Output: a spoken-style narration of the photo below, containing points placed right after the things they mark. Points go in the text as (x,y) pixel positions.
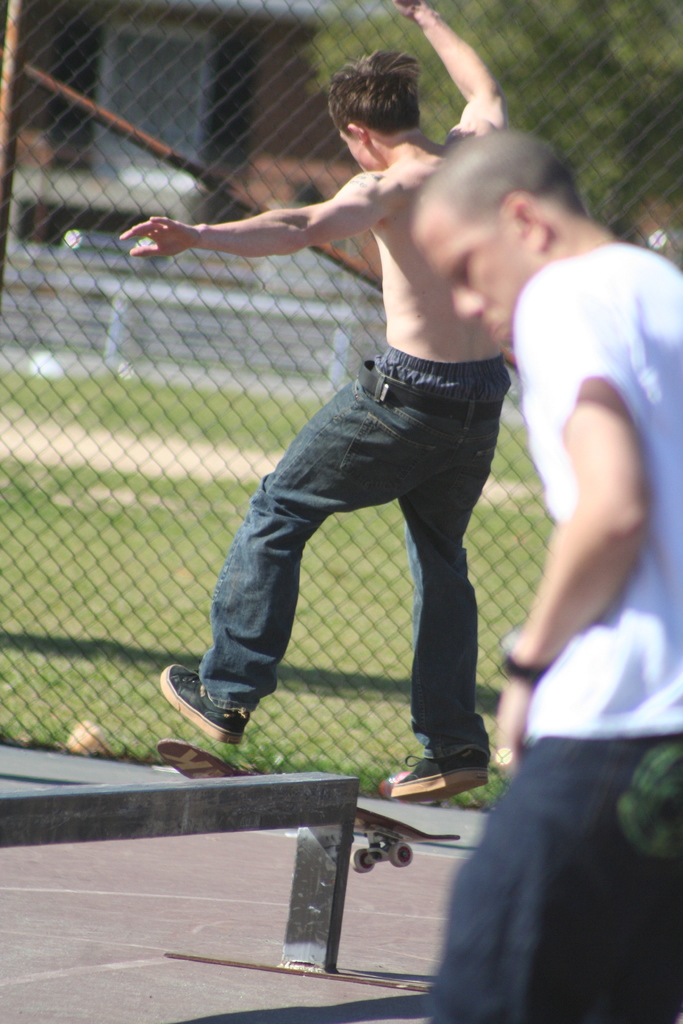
There is a person (301,549) on a skateboard (214,764). Near to that there is a small wall (87,794). On the right side (540,806) there is a person (548,864). In the back (167,427) there is a mesh wall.
